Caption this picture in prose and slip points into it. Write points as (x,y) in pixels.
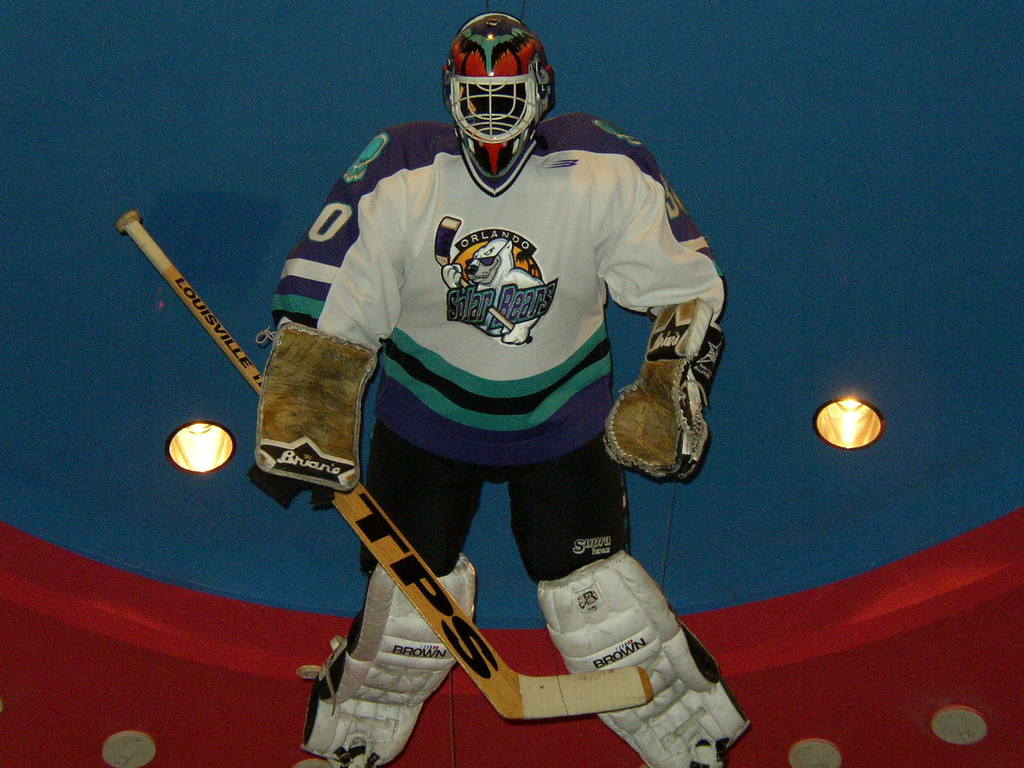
This picture shows a hockey game suit (445,257). I see gloves (353,418), Helmet (522,142) and pads (372,706) to legs (665,673) and a hockey bat (208,308) and couple of lights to the ceiling (948,491).
